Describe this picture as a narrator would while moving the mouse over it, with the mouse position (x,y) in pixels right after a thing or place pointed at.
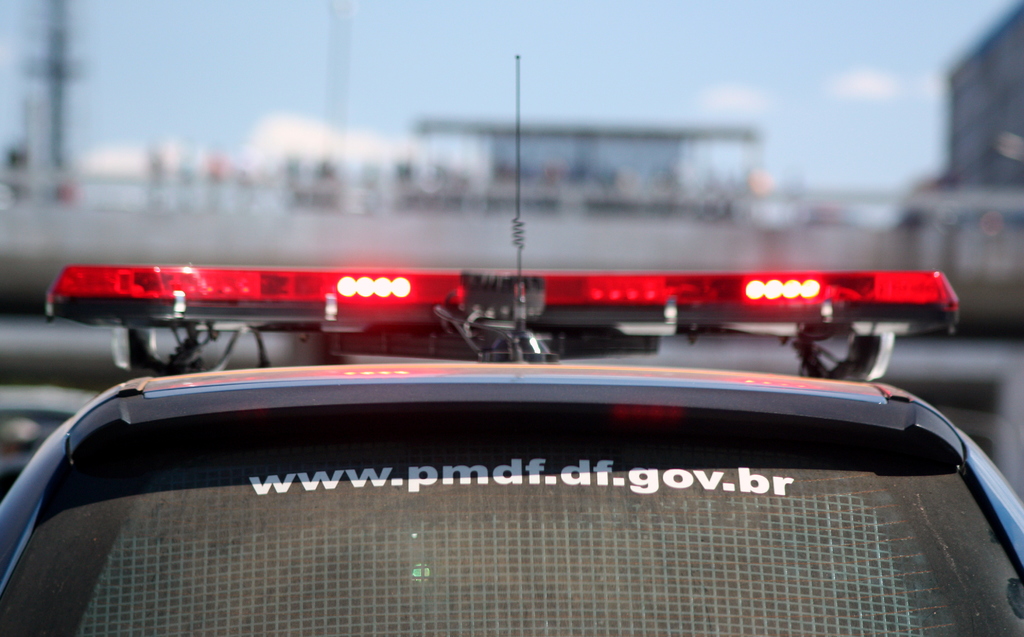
In this picture I can observe a car (424,498). I can observe some text (279,479) on the back windshield (502,497). The background (253,196) is blurred. I can observe sky (384,49) in the background (547,48).
